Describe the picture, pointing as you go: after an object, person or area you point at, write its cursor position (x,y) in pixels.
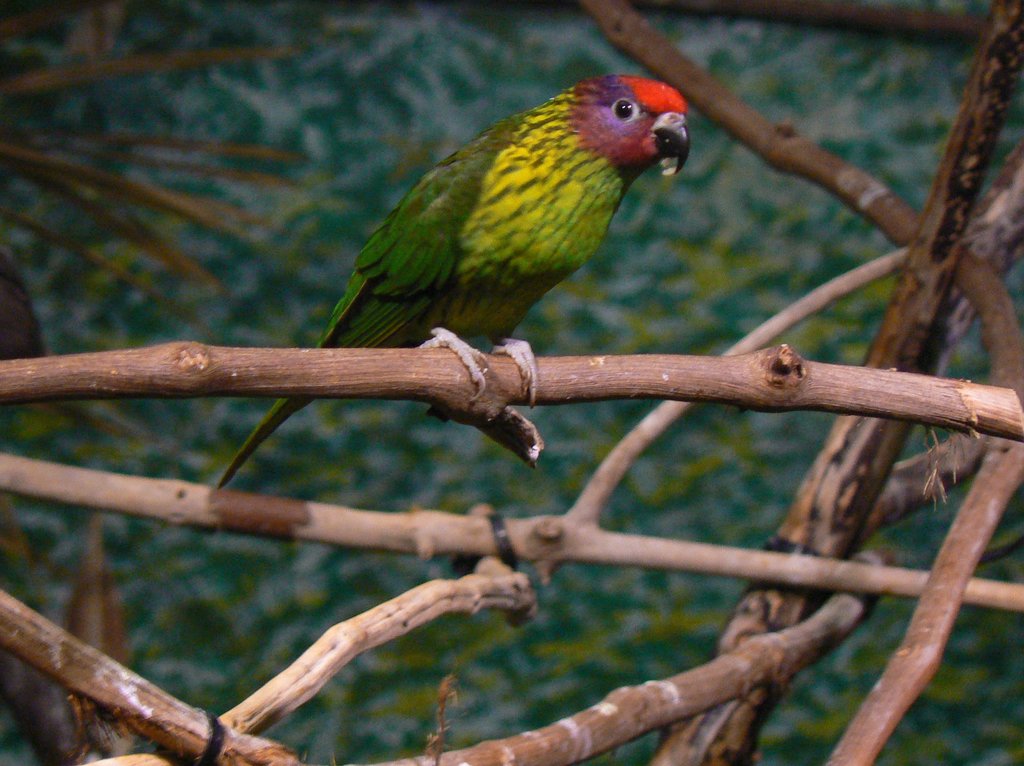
In this image we can see a parrot (518,238) on the tree (570,368).
